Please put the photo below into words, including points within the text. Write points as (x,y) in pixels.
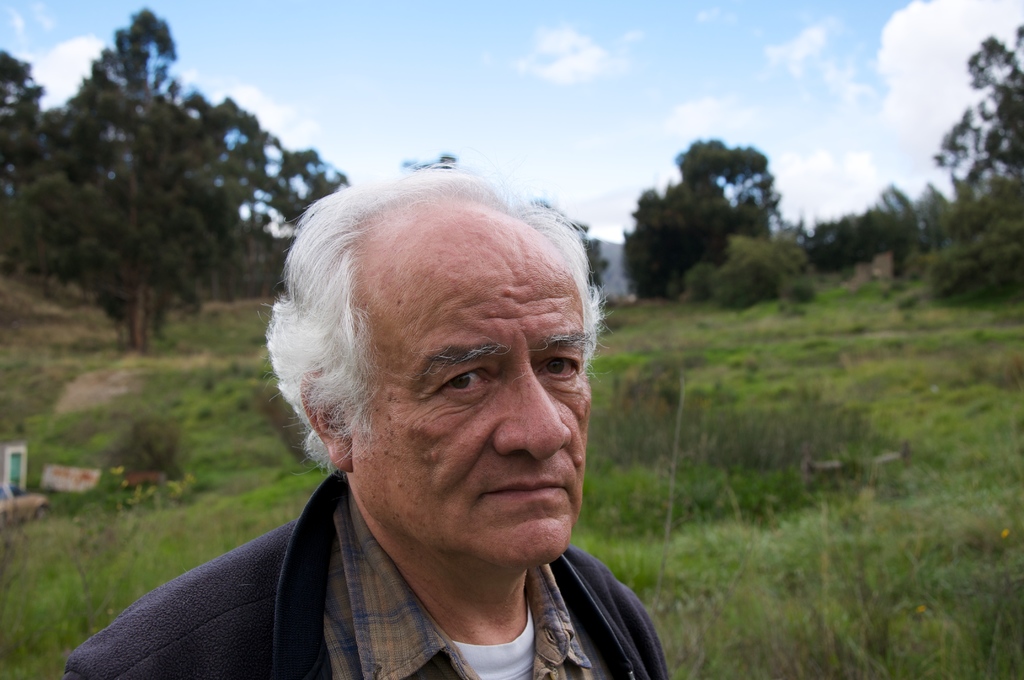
In this image we can see a person (596,342) and behind him we can also see trees (972,213), plants (751,248) and sky (461,78).
